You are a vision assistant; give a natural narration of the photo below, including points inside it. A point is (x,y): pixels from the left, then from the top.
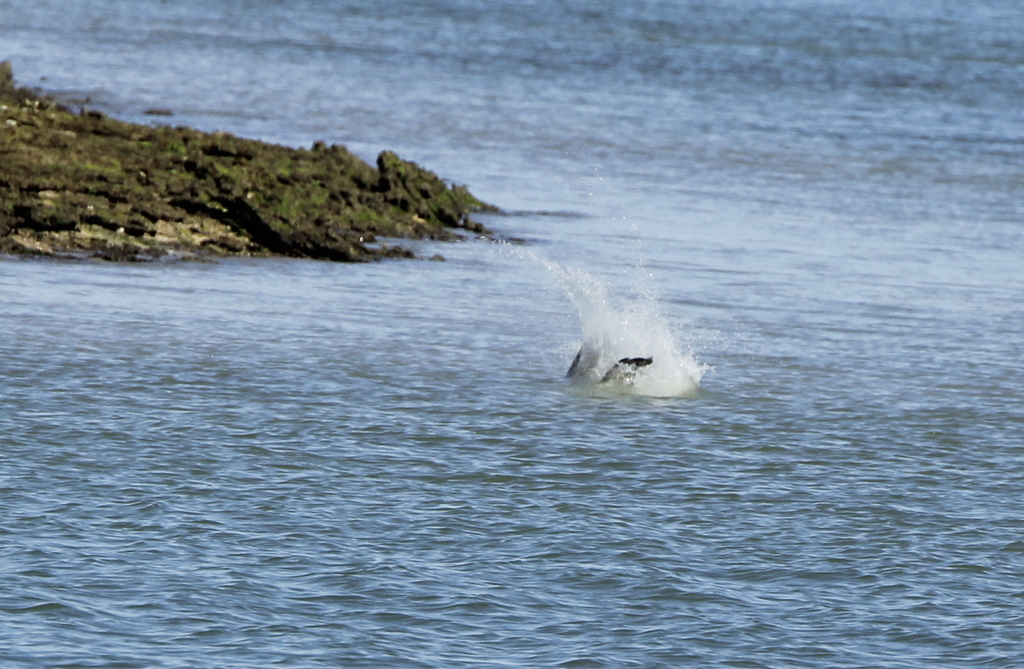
In the center of the image (569,372) we can see a fish (628,358) in the water (608,359). On the left (130,204) there is a rock (225,188).
